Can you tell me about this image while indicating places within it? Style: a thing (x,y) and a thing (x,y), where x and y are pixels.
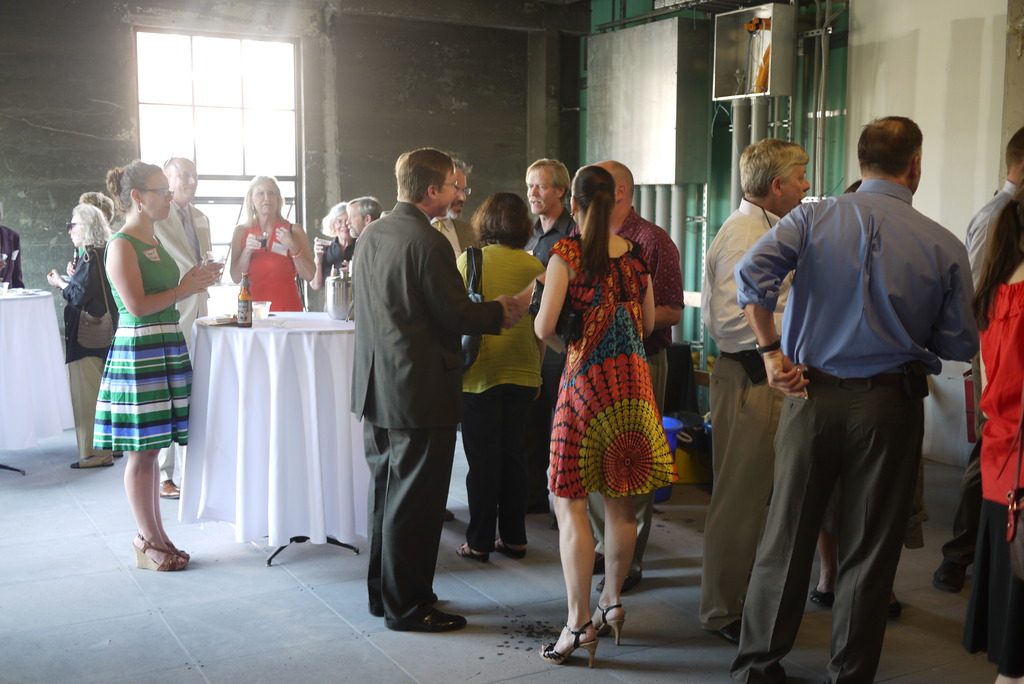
In the image we can see there are many people (549,259) around, they are standing and they are wearing clothes (627,264). There are even tables (246,388), on the table (287,365), there are objects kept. This is a floor (254,598) and there is even a window (220,111) made up of glass (208,125). These are the steel pipes (735,127).
